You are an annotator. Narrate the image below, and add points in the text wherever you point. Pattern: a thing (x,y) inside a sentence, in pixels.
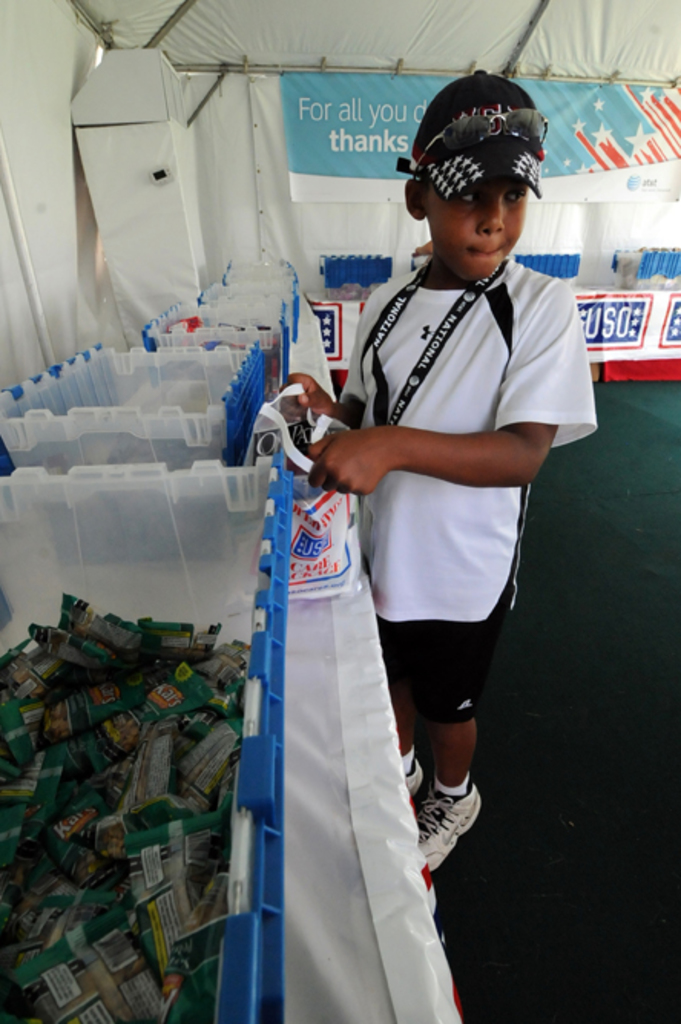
In this picture we can see a boy (400,447) standing on the floor (511,898) besides the table (367,777). And there is a white color cloth (373,941) on the table (336,688). He wear a cap (487,98) and he has goggles (513,136) on it. he hold a bag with his hand (360,437). He wear a white shoe (450,820). And on the table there are containers (237,305). This is the tent (335,28) and there is a banner (378,192) attached it. These are the packets (95,729) in a container (182,590).
